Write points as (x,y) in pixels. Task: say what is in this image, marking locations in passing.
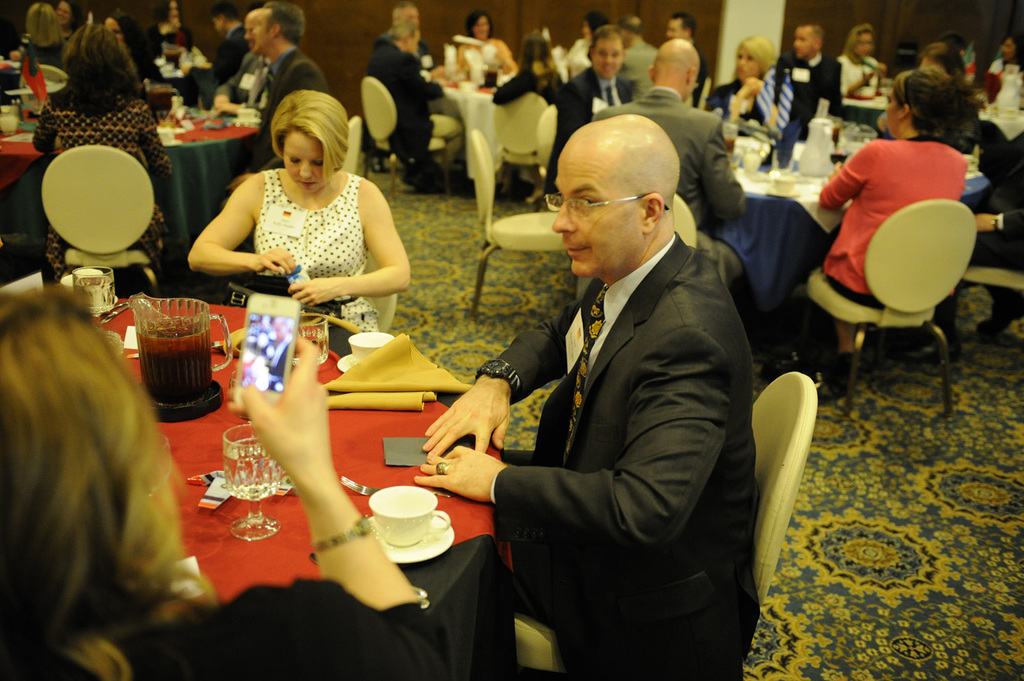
In the picture there is a table (273,555) around which a man (620,292) and two women (319,221) sat. In the table (221,466) there is a saucer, glass (235,466) and a jar (174,361) with a drink (177,345). In the background (99,92) we can observe some tables (774,191) around which some people (87,107) who is sitting.
